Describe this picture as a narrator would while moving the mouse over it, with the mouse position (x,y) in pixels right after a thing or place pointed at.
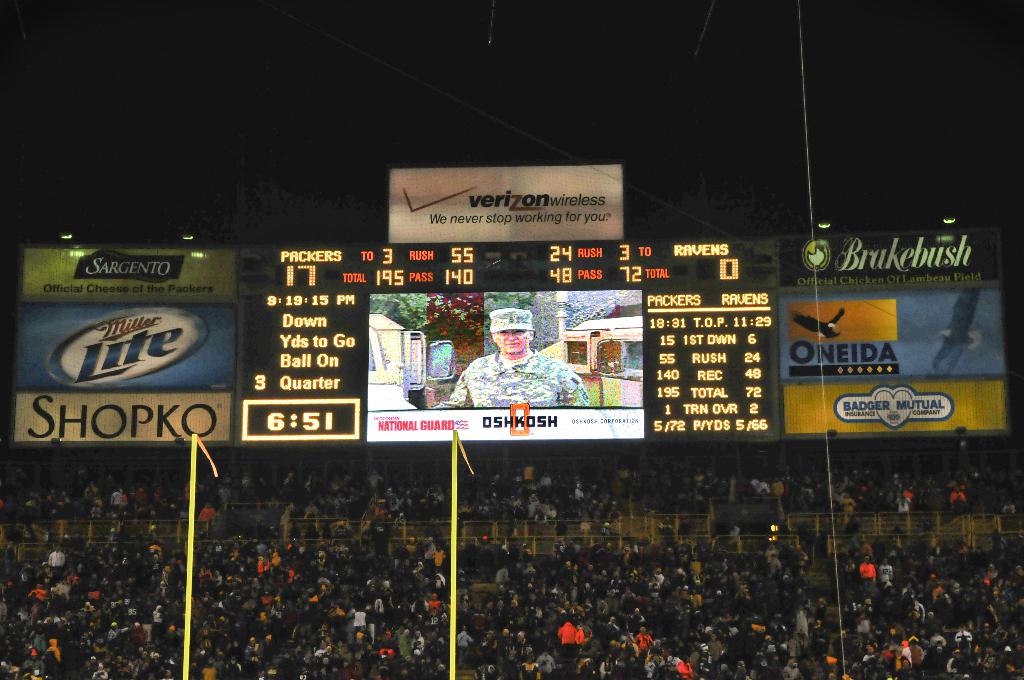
In the center of the image (423,262) there is a screen (377,420). In which there is a person (487,372) and there is some text (662,324). At the bottom of the image (460,567) there are people (361,618). There are flagpoles (191,590). At the top of the image (313,90) there is sky (194,108).
